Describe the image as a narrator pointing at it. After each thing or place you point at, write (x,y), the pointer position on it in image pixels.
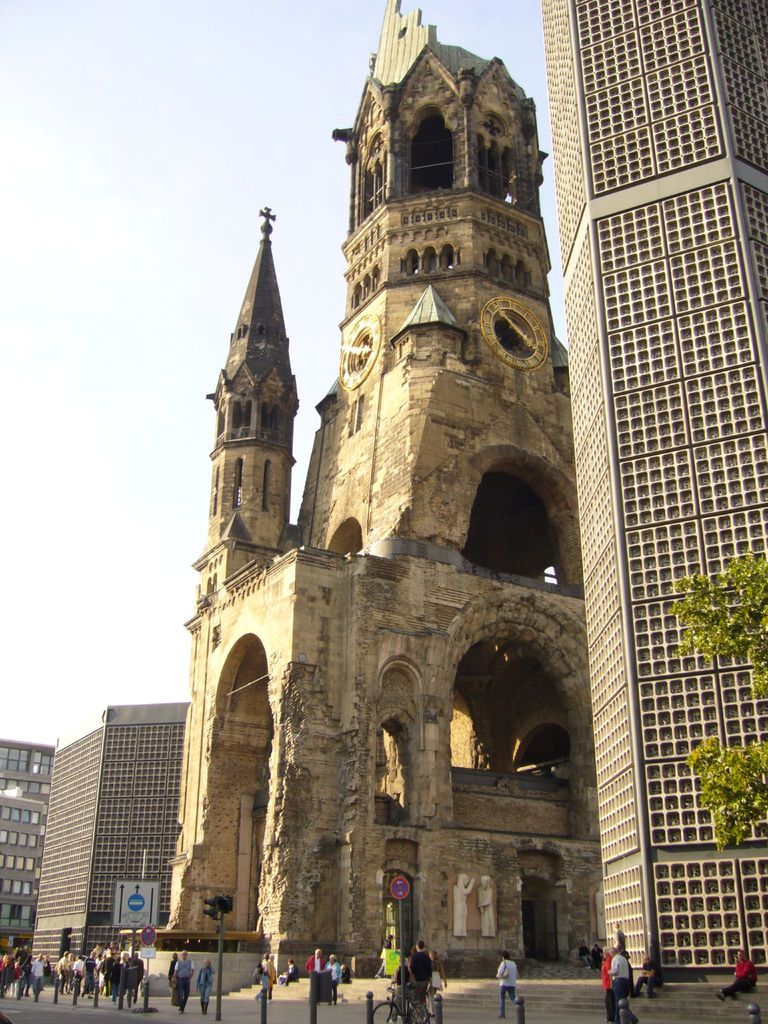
In this image I can see few buildings (435,560), few trees (725,841), few persons (180,972) standing on the road (103,1010) and few persons (749,979) sitting on stairs (583,975), few sign boards (135,891), few metal poles (402,952), the road (83,1011) and the sky (116,417).
